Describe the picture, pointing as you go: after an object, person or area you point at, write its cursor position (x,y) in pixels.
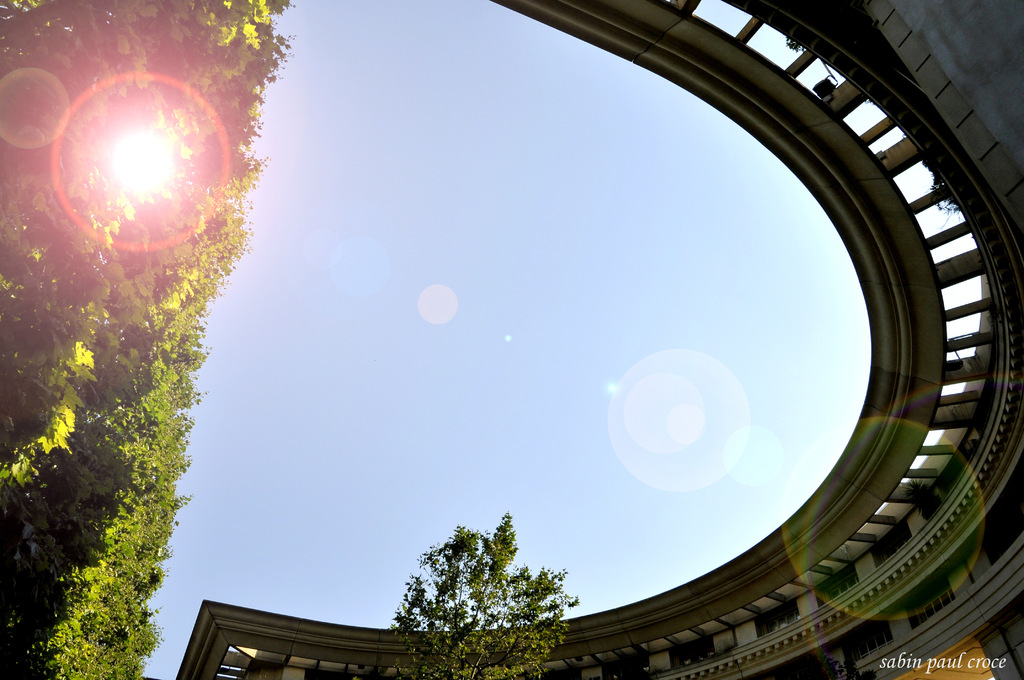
In this image I can see the blue color sky (466,315). To the right (920,399) I can see the building (994,235) and to the left (56,325) there are many trees (112,478). I can also see the watermark (879,661) to the side.
